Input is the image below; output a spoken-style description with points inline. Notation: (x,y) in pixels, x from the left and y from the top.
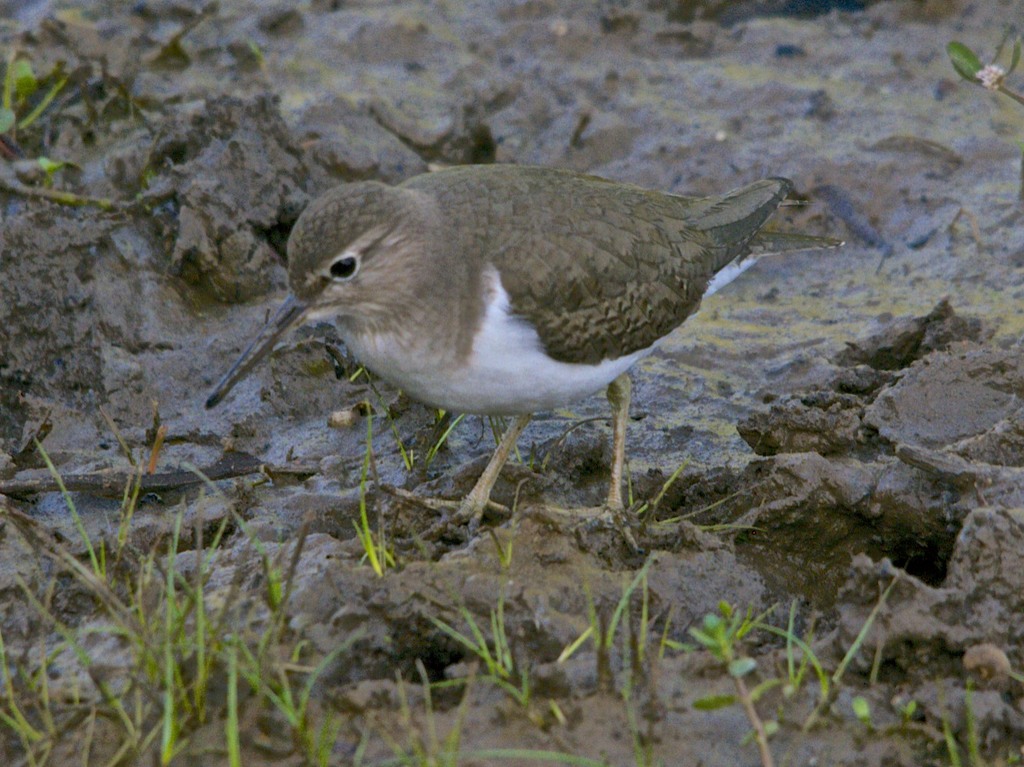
At the bottom of the picture (319,569), we see the grass (582,637) and the mud (685,557). In the middle (449,263), we see a bird (538,272) in grey and white color. It has a long beak (300,298).
